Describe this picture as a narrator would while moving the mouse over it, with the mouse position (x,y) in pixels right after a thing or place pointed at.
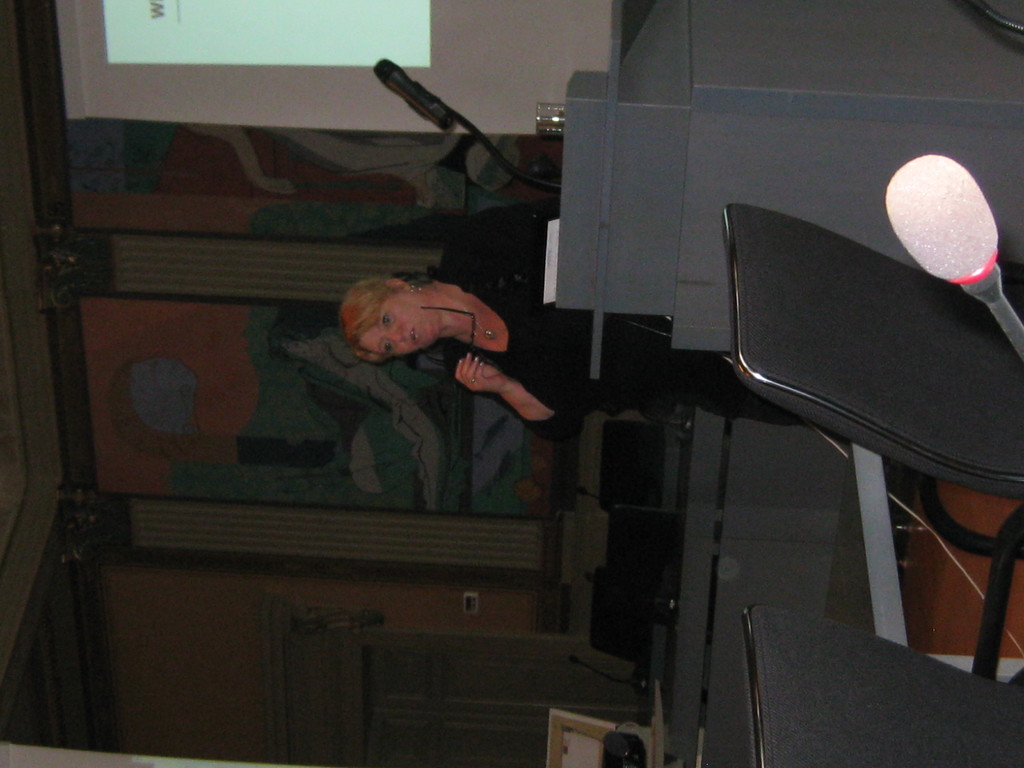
In this image we can see a lady (566,431). There is a podium (574,204) with a mic (487,137). There are tables (688,447) with monitors (621,424). In the background of the image (166,419) there is wall (248,227). There is screen (249,108). At the bottom of the image (402,637) there is door (359,653). To the right side of the image (957,294) there is a mic (918,174), chair (917,307).
